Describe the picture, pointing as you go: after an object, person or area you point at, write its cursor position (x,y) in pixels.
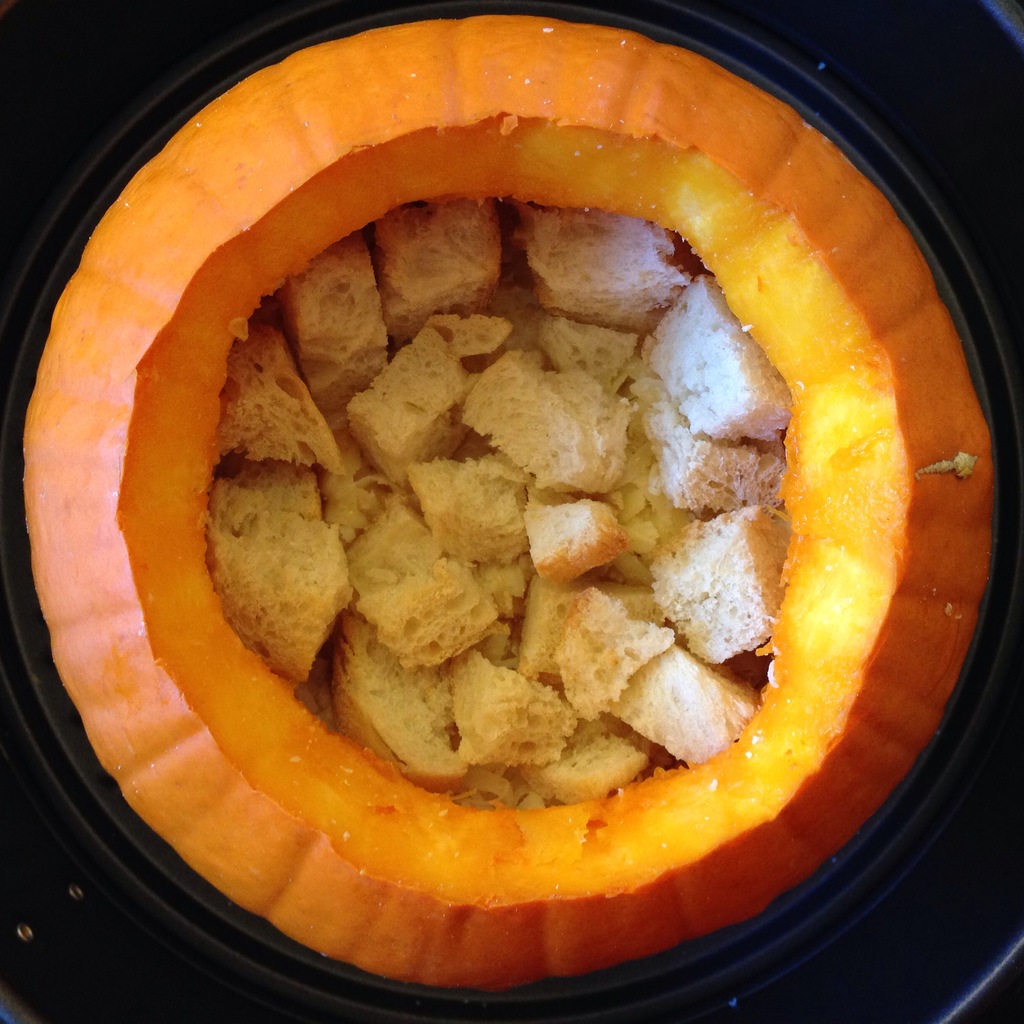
This image consists of a pumpkin (677,219). In which there are pieces of bread (458,550).
